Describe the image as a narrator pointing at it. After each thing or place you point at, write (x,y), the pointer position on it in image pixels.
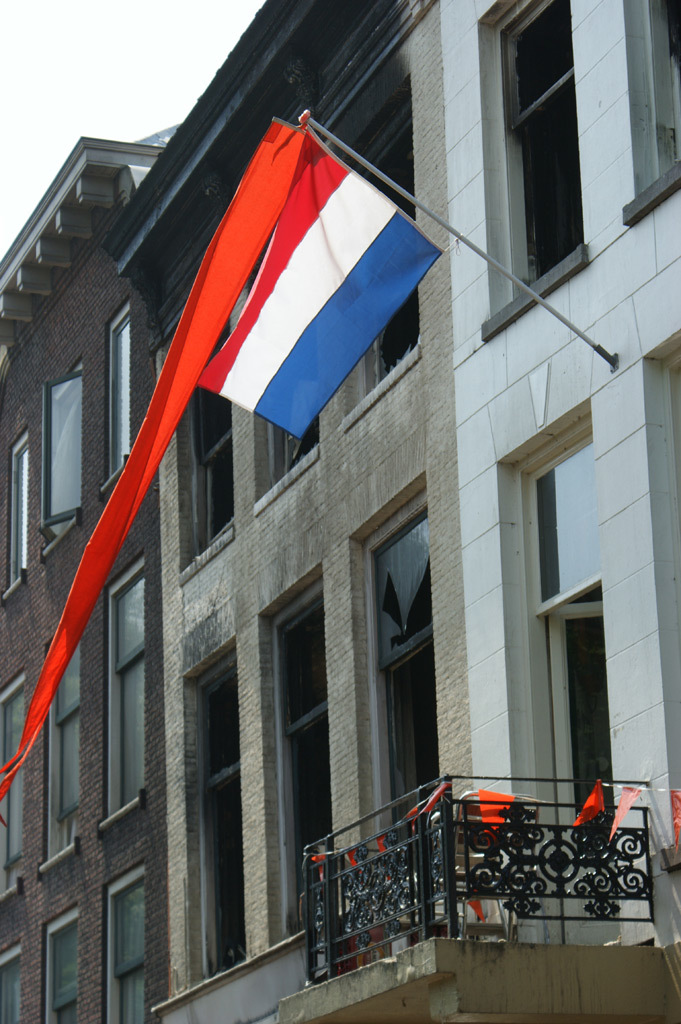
In the foreground of the image (643,976) we can see a balcony (520,1014) and flags (584,814). In the middle of the image (310,652) we can see building (361,468), flag (343,359) and rod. On the top of the image (367,6) we can see the sky (137,117) and top edge (206,108) of the building (127,177).
